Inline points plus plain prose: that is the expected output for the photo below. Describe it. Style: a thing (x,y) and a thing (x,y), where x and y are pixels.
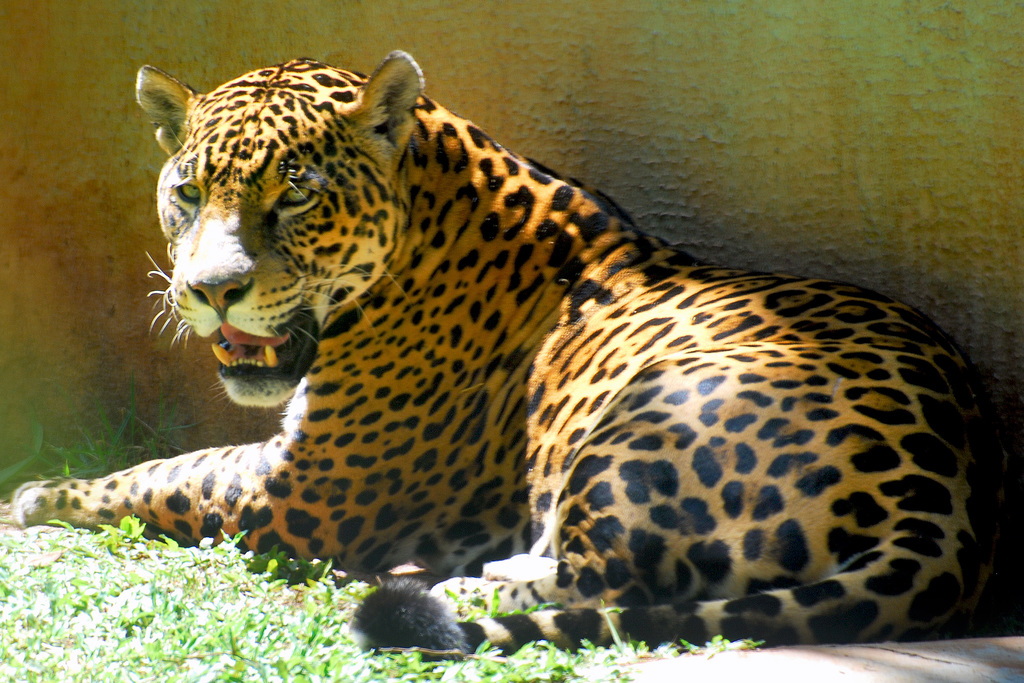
In this picture we can see a jaguar (658,373), grass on the ground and we can see a wall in the background (597,184).
